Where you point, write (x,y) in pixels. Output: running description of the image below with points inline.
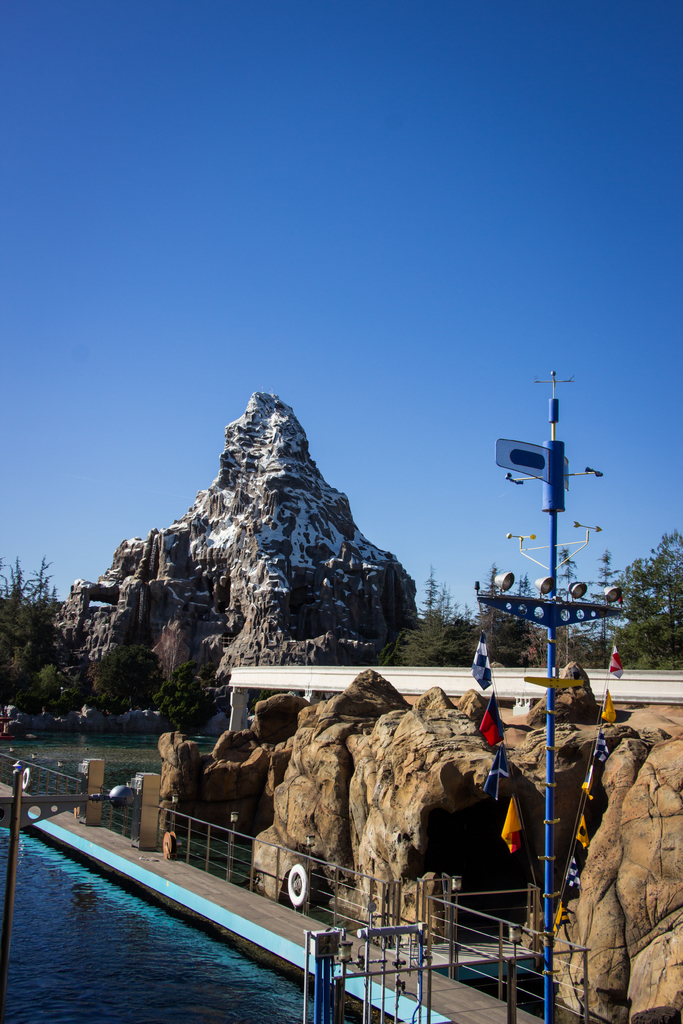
At the bottom (392,898), we see a swimming pool (150,960) and the railing (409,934). We even see the tubes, poles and the flags (489,726) in red, white, blue and yellow color. Behind that, we see the rocks (570,779). Behind that, we see a building (231,722) in white color. There are trees (18,587) and a hill (274,595) in the background (274,595). At the top (427,126), we see the sky (458,322), which is blue in color.
